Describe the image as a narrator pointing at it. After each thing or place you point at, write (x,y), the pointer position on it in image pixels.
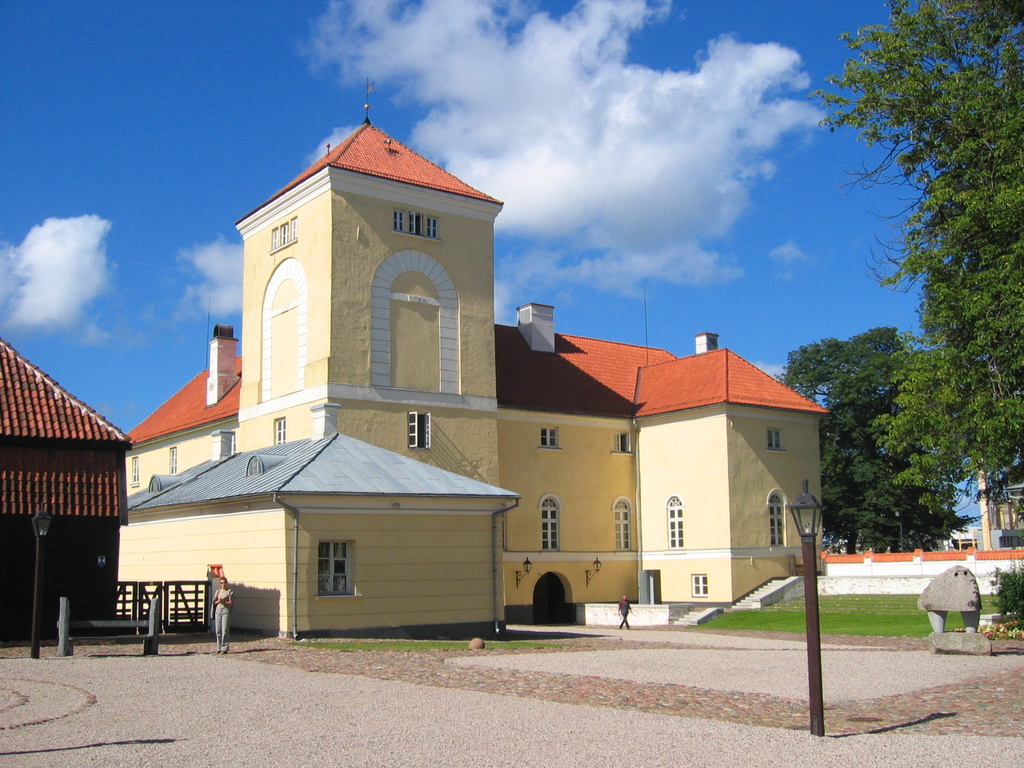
In this image we can see a building (461,517) with windows (556,541), roof (411,466), staircase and a fence (174,630). We can also see some street lamps (522,580), poles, some people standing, a statue (928,591) and some grass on the ground (257,702). We can also see a group of trees (855,464), plants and the sky (697,273) which looks cloudy. On the left side (70,457) we can see a house (58,441) with a roof (3,361).
